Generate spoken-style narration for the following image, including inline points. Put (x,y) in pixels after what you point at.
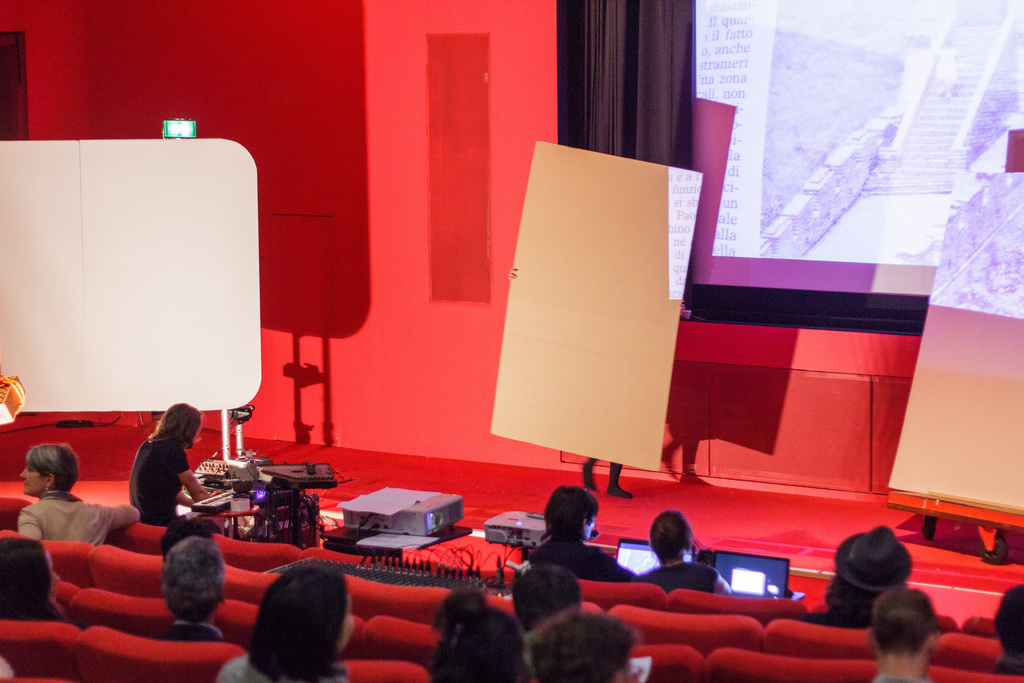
In this image I can see few people (204,632) are sitting on the red color seats (194,658). I can see a systems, projector (426,515) and few objects (259,487) on the table (263,477). In front I can see a person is holding boards (582,265) and I can see a white board (209,269) and large screen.
